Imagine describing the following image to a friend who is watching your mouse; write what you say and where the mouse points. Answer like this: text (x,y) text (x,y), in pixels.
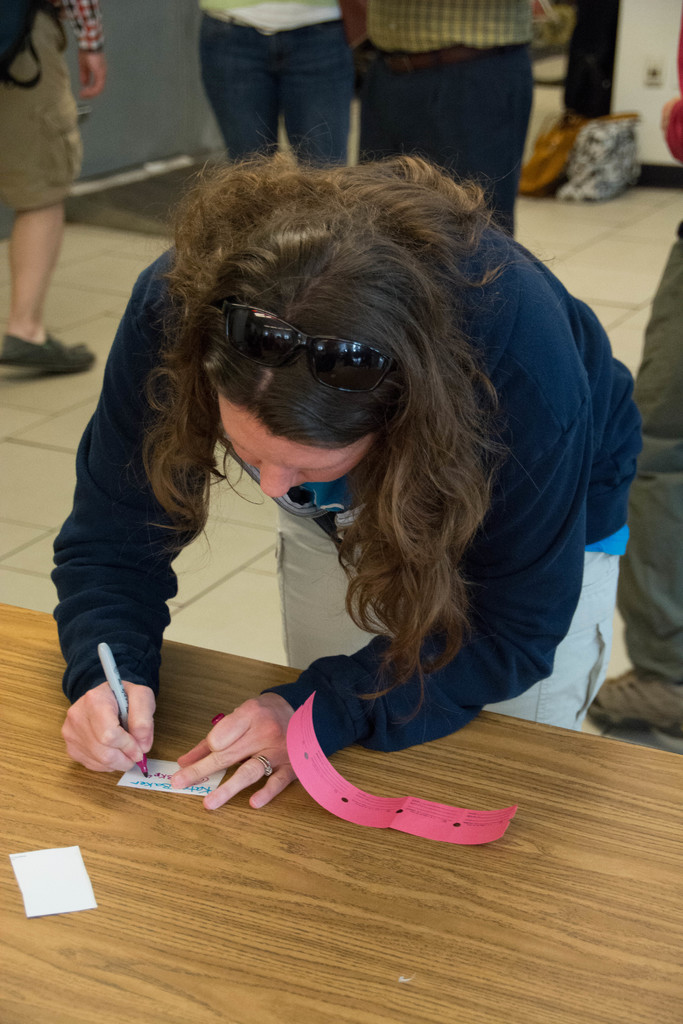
In this image in the center (259,388) there is one woman (358,461) who is bending and she is holding a pen (109,664) and writing something, at the bottom (128,868) there is a table (424,755). In the background (230,71) there are some persons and bags (628,166), at the bottom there is a floor (12,538).
